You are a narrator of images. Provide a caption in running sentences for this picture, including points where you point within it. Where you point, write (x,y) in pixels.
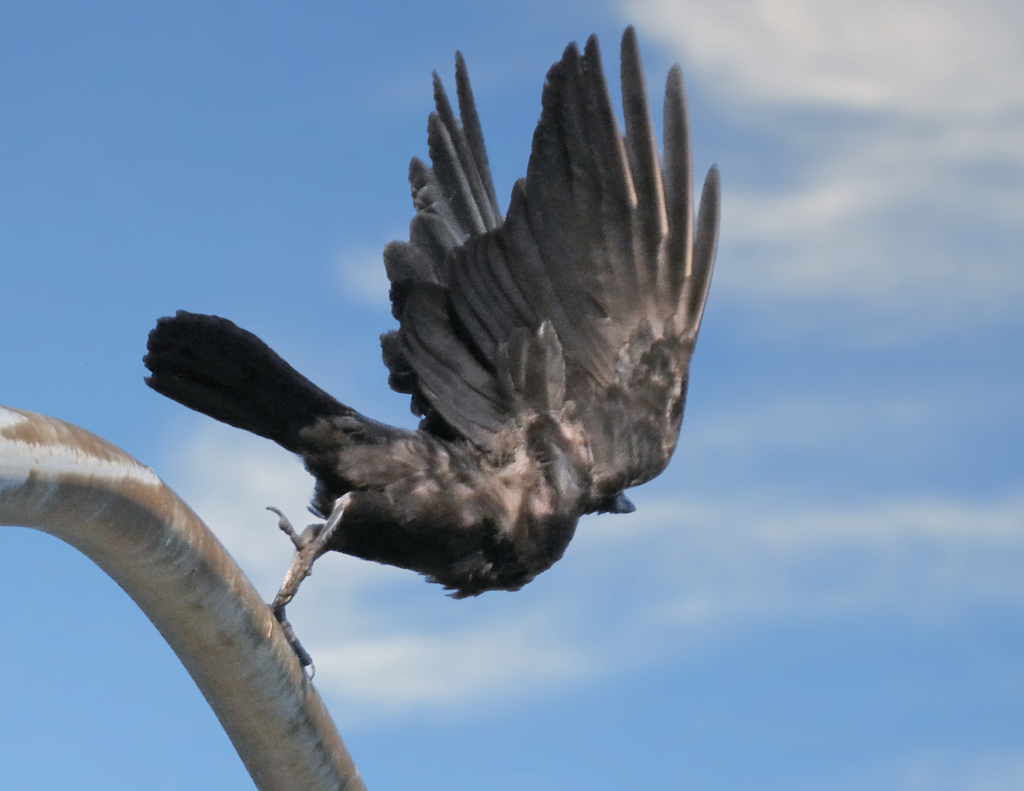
In this picture I can see a bird (329,538) is trying to fly it is in grey color, on the left side (198,553) there is an iron rod (225,667). At the top (199,207) it is the blue color sky (179,207).
